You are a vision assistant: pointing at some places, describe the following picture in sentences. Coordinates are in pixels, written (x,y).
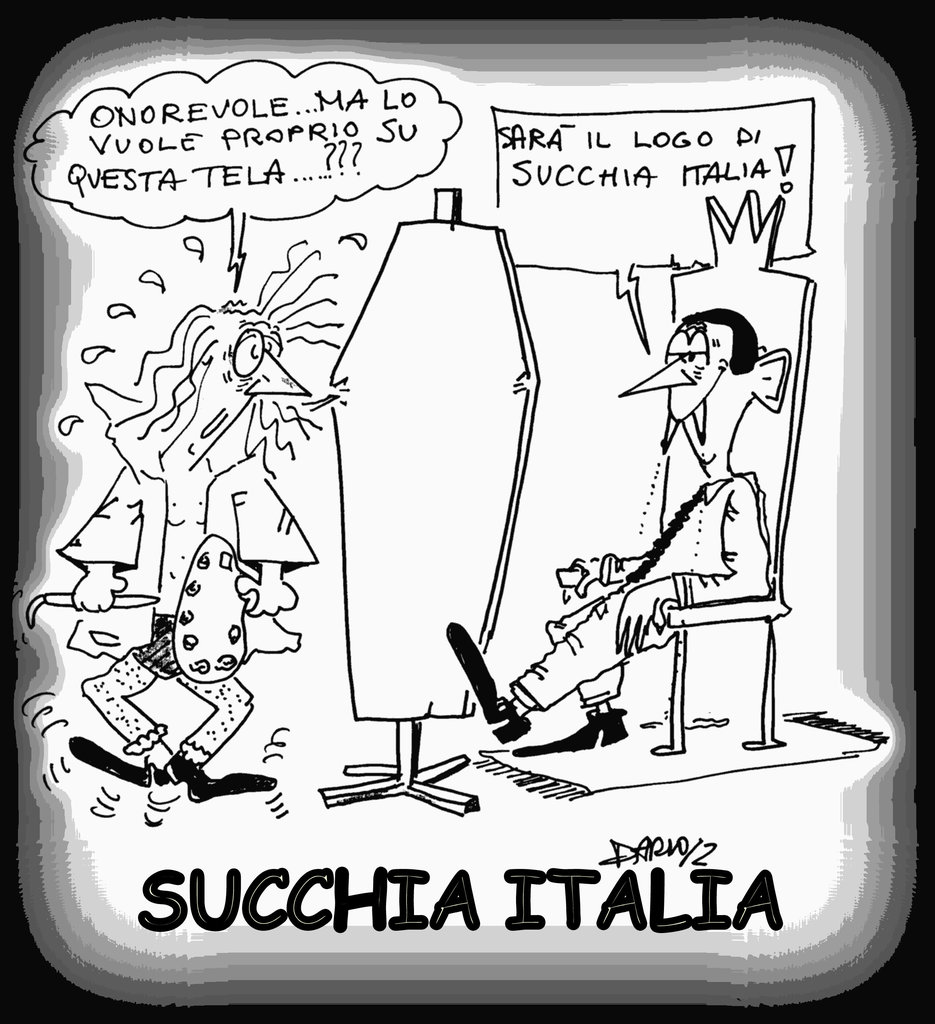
This is a poster and in this poster we can see man (514,715) sitting on a chair (742,572) and some text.
